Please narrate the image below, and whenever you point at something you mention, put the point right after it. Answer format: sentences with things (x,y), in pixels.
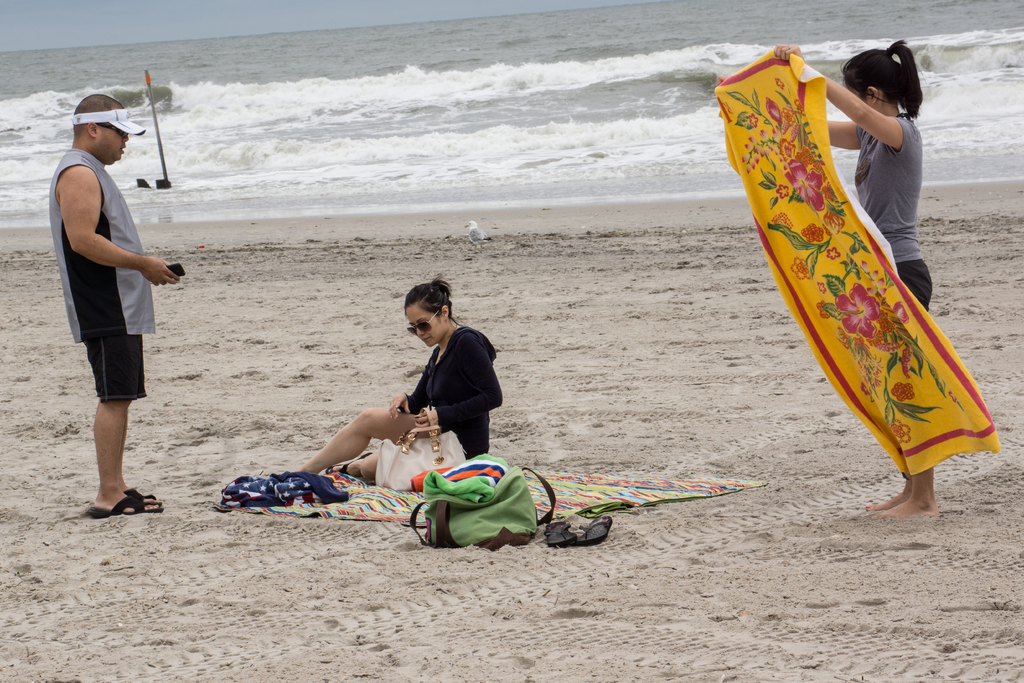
In the center of the image (442,417) we can see a lady (449,371) sitting there are bags (509,496), clothes (575,474) and footwear (561,524) placed on the seashore (394,587). On the left (117,120) there is a man (127,338) standing and holding a mobile (181,270). On the right (890,78) there is a lady (882,118) standing and holding a towel (751,108) in her hand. In the background (505,129) there is a sea (403,105) and sky (199,17).
